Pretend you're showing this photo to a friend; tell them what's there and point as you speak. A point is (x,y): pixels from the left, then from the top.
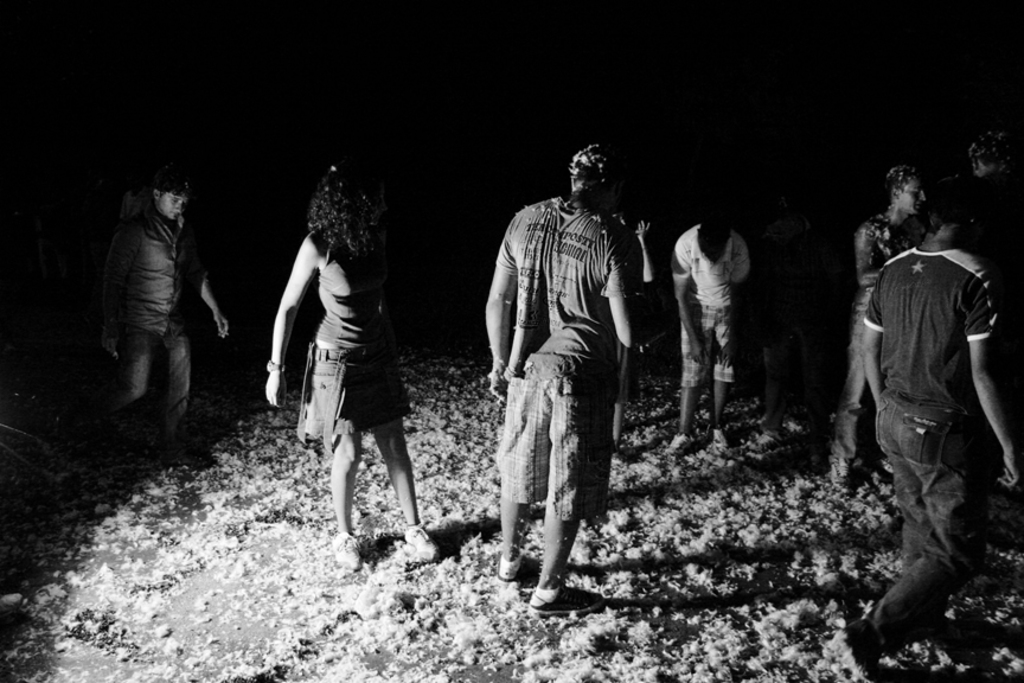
It is a black and white picture. In the center of the image (560,404) we can see a few people (502,387) are standing. And we can see few other objects (459,606).
